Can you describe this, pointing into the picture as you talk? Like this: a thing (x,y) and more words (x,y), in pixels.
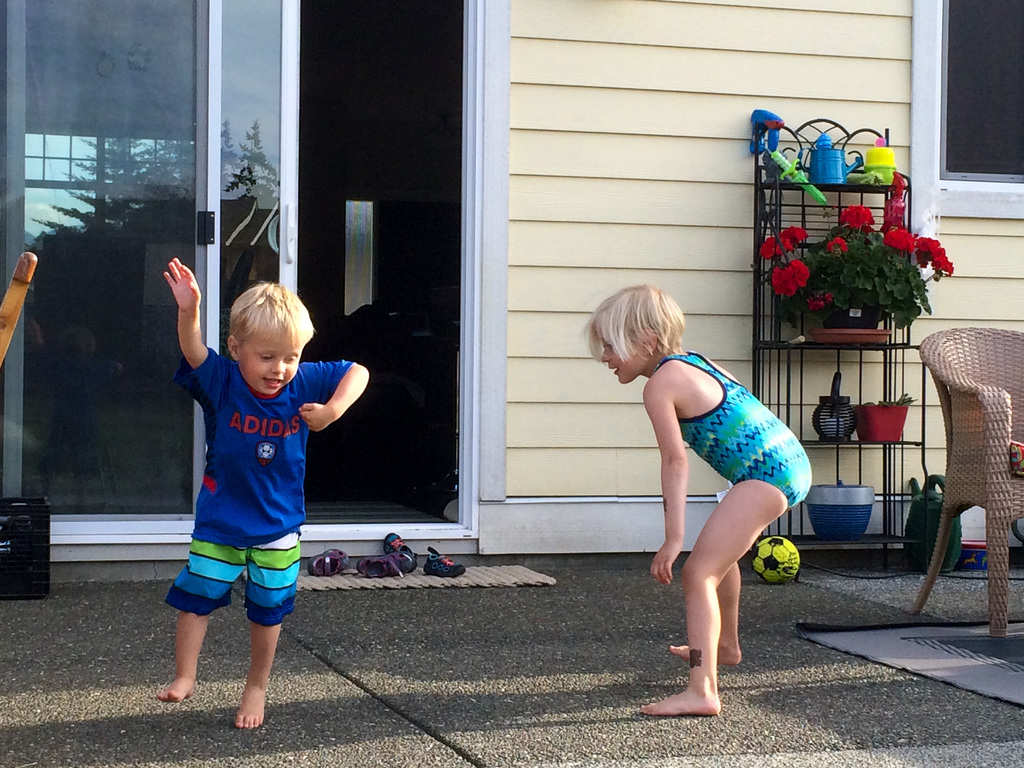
In this picture we can see there are two kids (276,399) on the path (351,619). On the right side of the kid (719,574) there is a chair (987,433) and on the path (534,634) there is a ball (773,578), carpet (464,579) and two pairs of slippers (397,571) and some objects (863,289) in the racks (789,411). Behind the racks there is a wall (566,179) with a door (162,108) and a window (994,125).
